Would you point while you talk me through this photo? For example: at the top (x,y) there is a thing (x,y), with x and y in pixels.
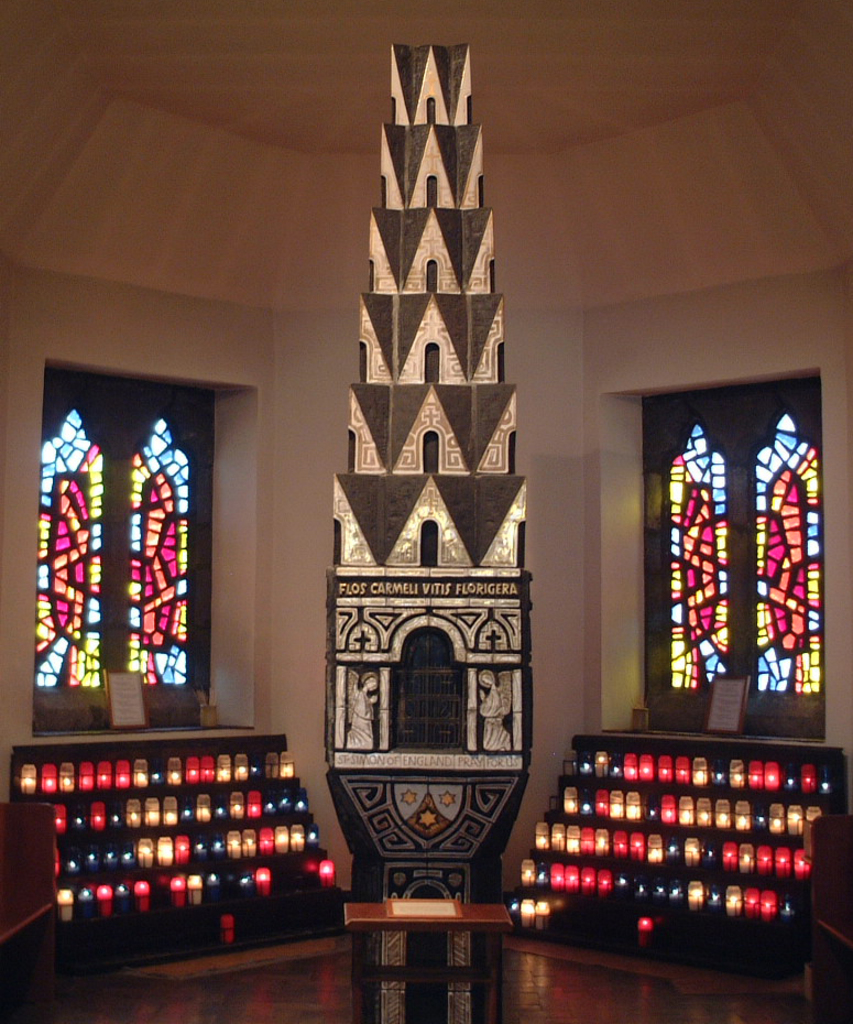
In the picture we can see lights (692,845), a table (356,986), architecture (379,535), stained glass windows (42,616) and the wall (638,347) in the background (296,435).
